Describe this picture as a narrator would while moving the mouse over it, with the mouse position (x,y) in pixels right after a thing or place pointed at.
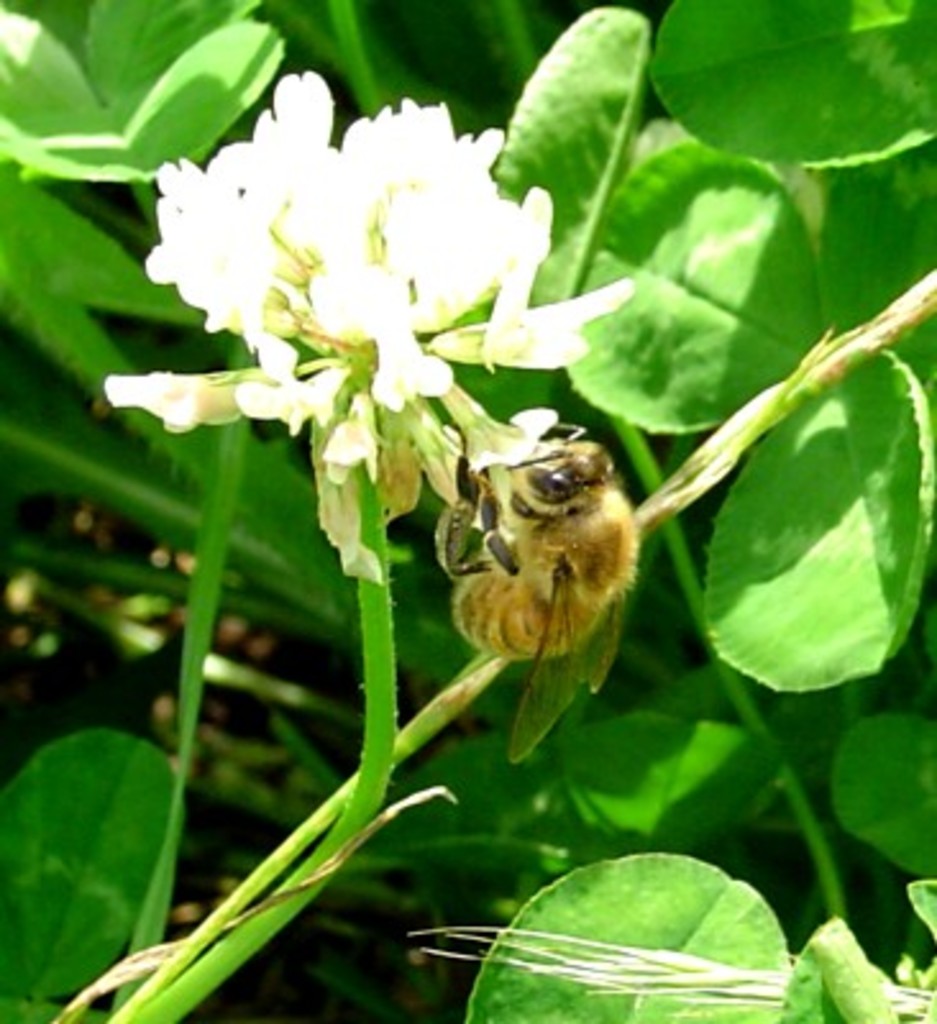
In this image we can see a honeybee (551,562), there are some flowers (463,149), plants (34,104), and the background (759,860) is blurred.
